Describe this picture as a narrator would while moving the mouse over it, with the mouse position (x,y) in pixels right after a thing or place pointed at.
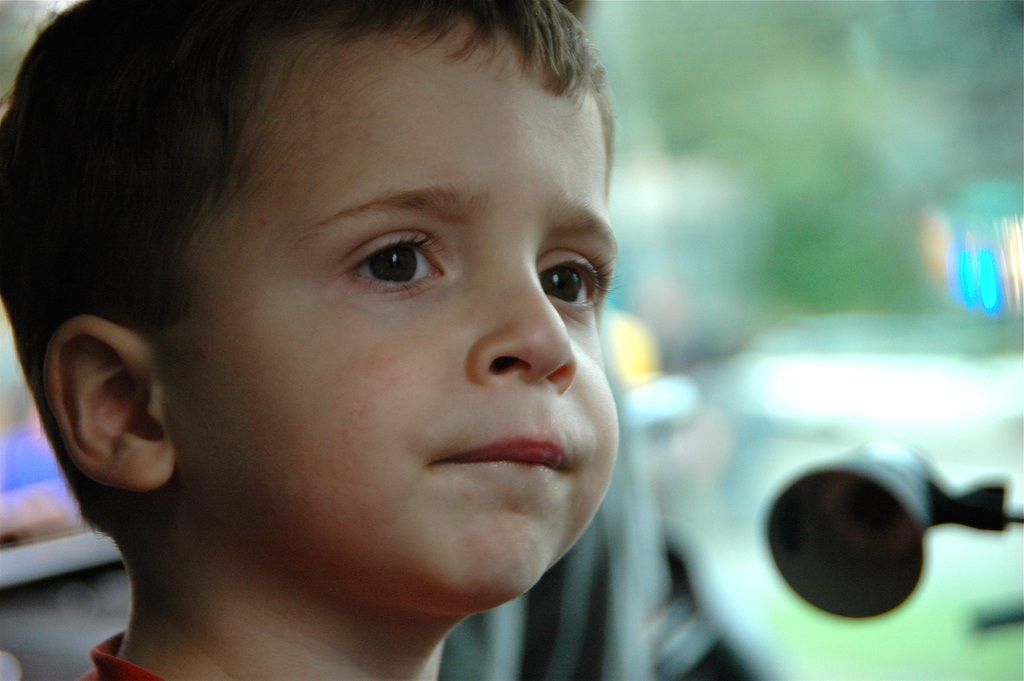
In the picture we can see a face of a boy (201,656) with eyes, ears (78,441), nose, and mouth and beside him we can see some things (905,595) are placed which are not clearly visible.
